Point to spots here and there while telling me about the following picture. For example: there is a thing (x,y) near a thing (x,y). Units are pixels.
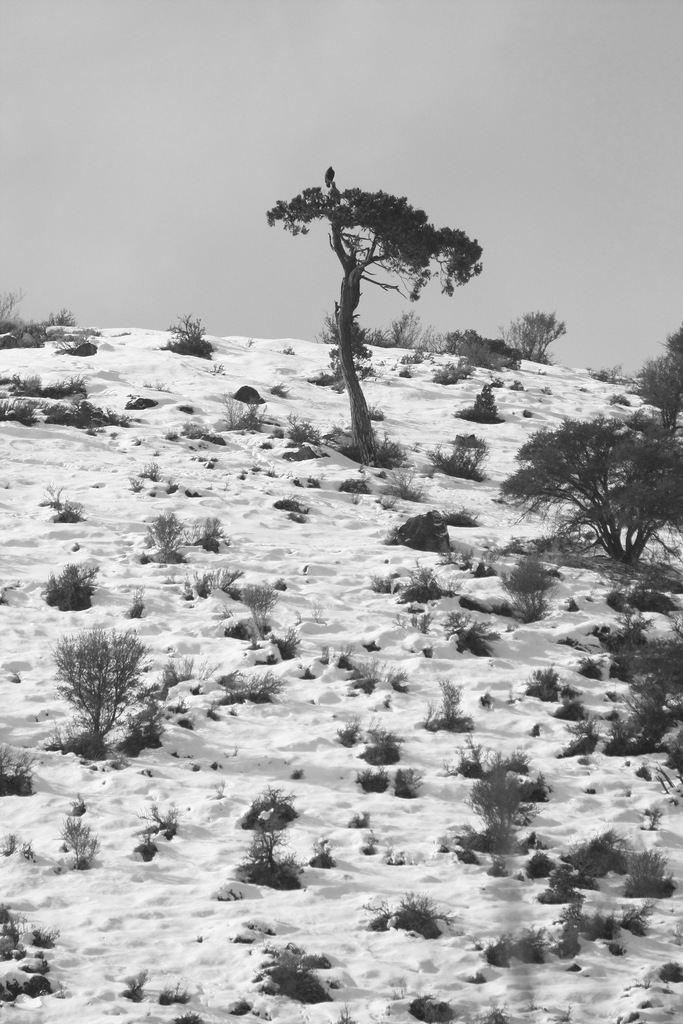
This image consists of trees (586,432) and plants (170,825). At the bottom (221,785), there is snow (357,518). At the top (190,60), there is sky (326,126). And we can see a bird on the tree (314,217).
